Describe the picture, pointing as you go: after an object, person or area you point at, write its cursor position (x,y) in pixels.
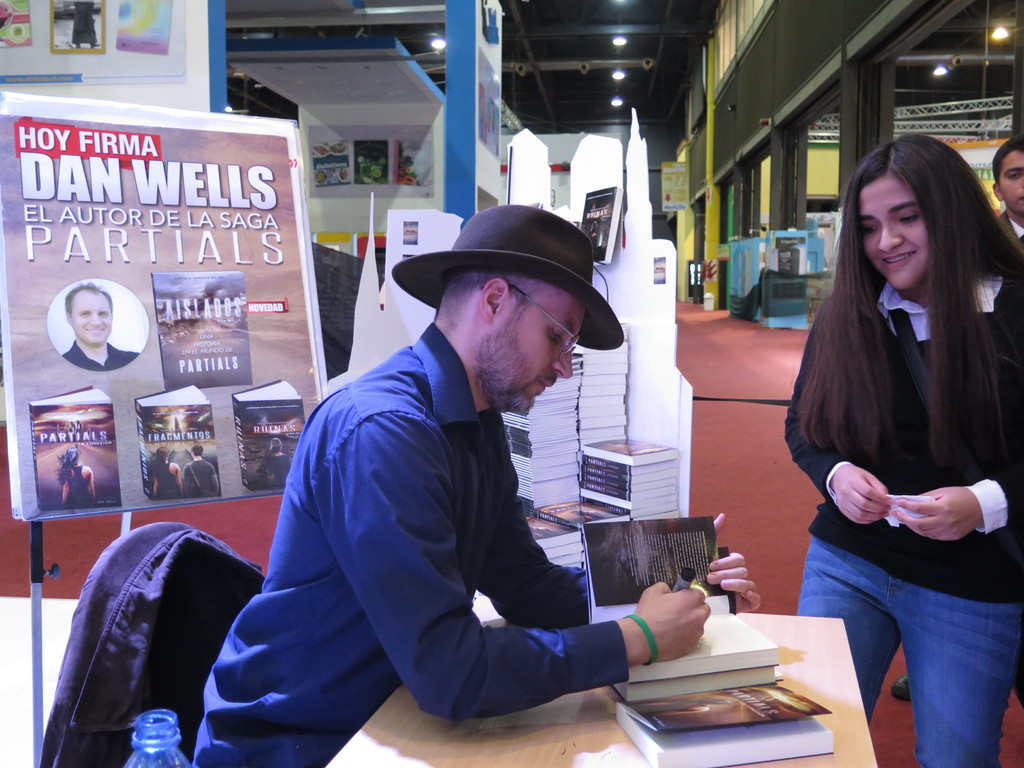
In the center of the image (457,418), we can see a person (316,528) sitting on the chair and wearing glasses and a hat (519,263) and holding a marker (683,580) and a book (698,564). In the background (790,289), there are some other people (896,316), books (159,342), boards (634,239), lights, rods (915,123), posters (387,151) on the wall (319,117). At the bottom (597,702), there is a table (485,746) and we can see books (725,725) on it and there is a bottle (167,726).
